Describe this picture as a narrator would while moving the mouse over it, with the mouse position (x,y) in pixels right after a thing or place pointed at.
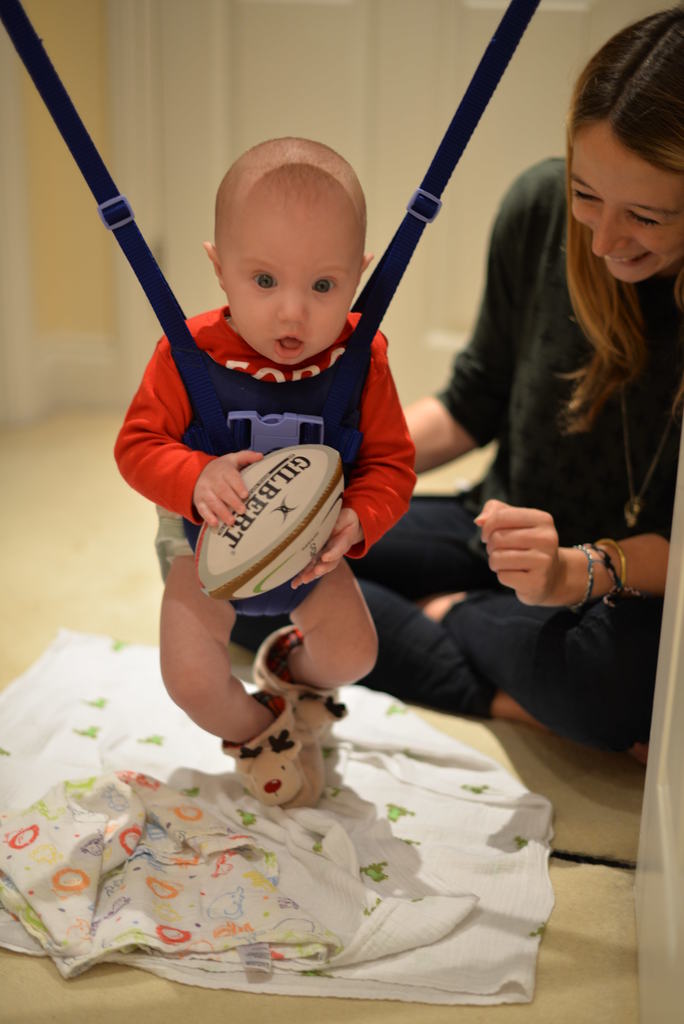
In this image we can see a boy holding an object (280,566) and standing on the floor (185,1014), beside this boy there is a girl (567,222) sitting on the floor (576,793) with a smile. In the background (214,109) there is a wall (461,78).
